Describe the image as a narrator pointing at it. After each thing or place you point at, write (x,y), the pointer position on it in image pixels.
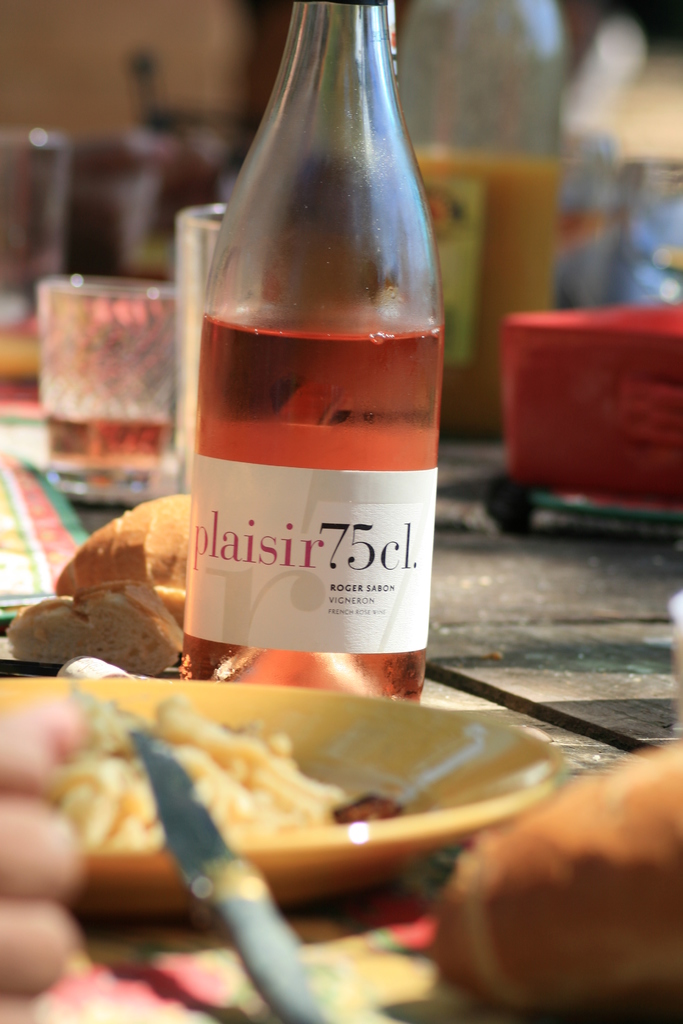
In the image we can see there is a table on which there is a wine bottle (333,442) and in plate (486,751) there are pasta (236,758), there is knife (220,884), glass of juice (146,433) and a box (549,479).
